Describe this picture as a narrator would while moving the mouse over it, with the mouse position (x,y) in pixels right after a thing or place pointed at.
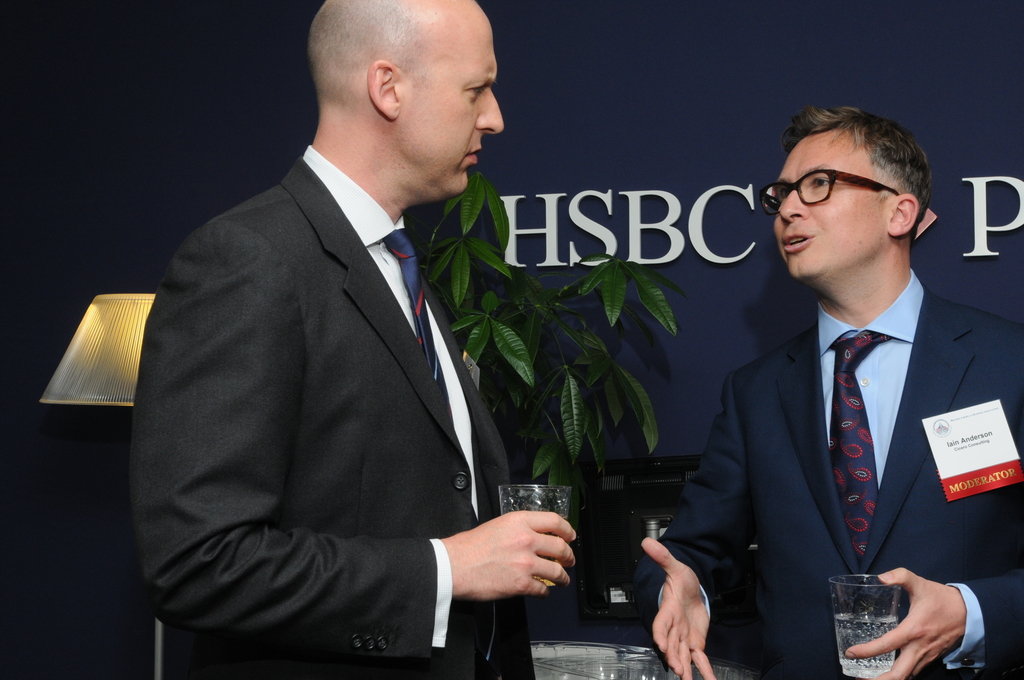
In this image we can see men (378,447) standing and holding glass tumblers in their hands (537,550). In the background (652,513) there are advertisement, desktop (659,531), houseplant (535,293) and a table lamp (105,307).
